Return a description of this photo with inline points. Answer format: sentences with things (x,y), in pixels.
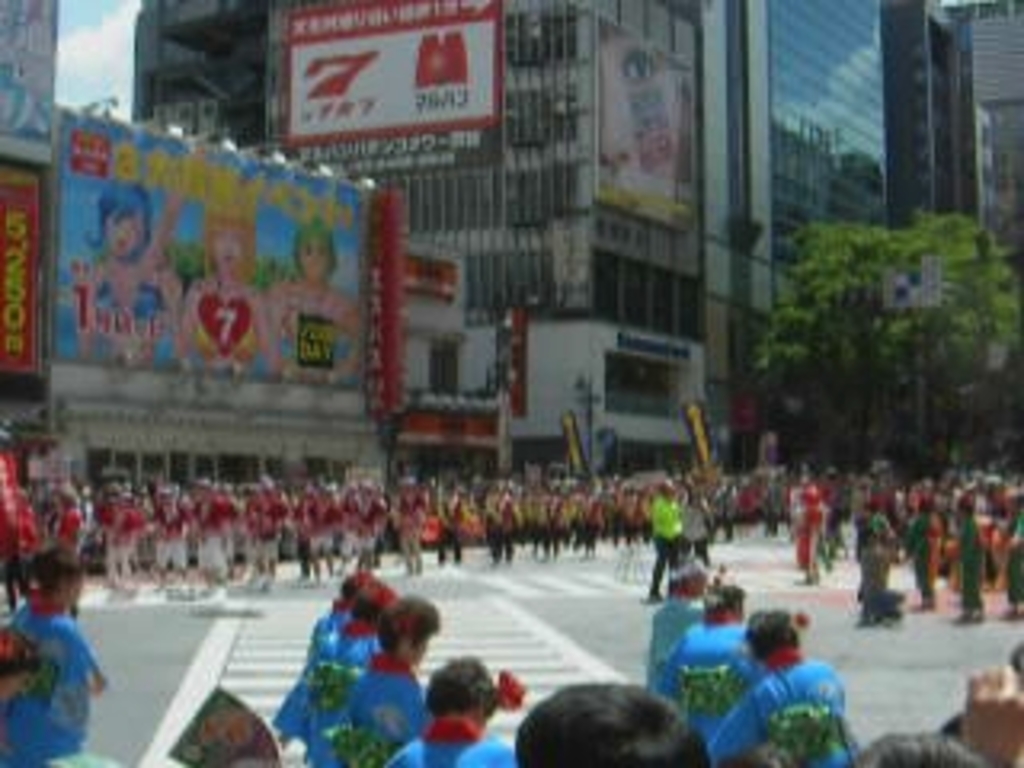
In this picture I can see a group of people (303,534) are standing on the road (551,618). In the background (454,252), I can see buildings (450,224) and a tree (863,291). On the left side (92,69) I can see the sky (102,97).
